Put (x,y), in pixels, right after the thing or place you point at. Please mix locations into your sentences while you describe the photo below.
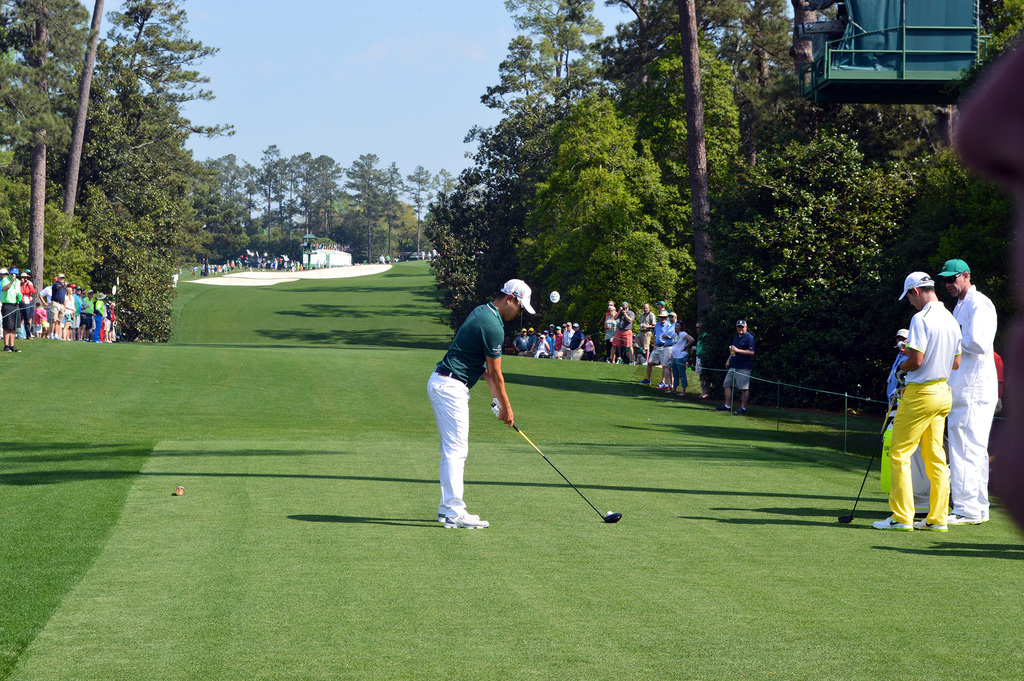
In this picture I can observe a golf court (249,384). There are three members (898,382) standing on the right side (935,497). One of them is holding a golf stick (862,491) in his hand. There is a person (488,310) standing in the middle of the picture (495,402). On either sides of the court (202,317) there are some people (75,305) standing. In the background (54,136) there are trees (368,189) and a sky (318,104).
